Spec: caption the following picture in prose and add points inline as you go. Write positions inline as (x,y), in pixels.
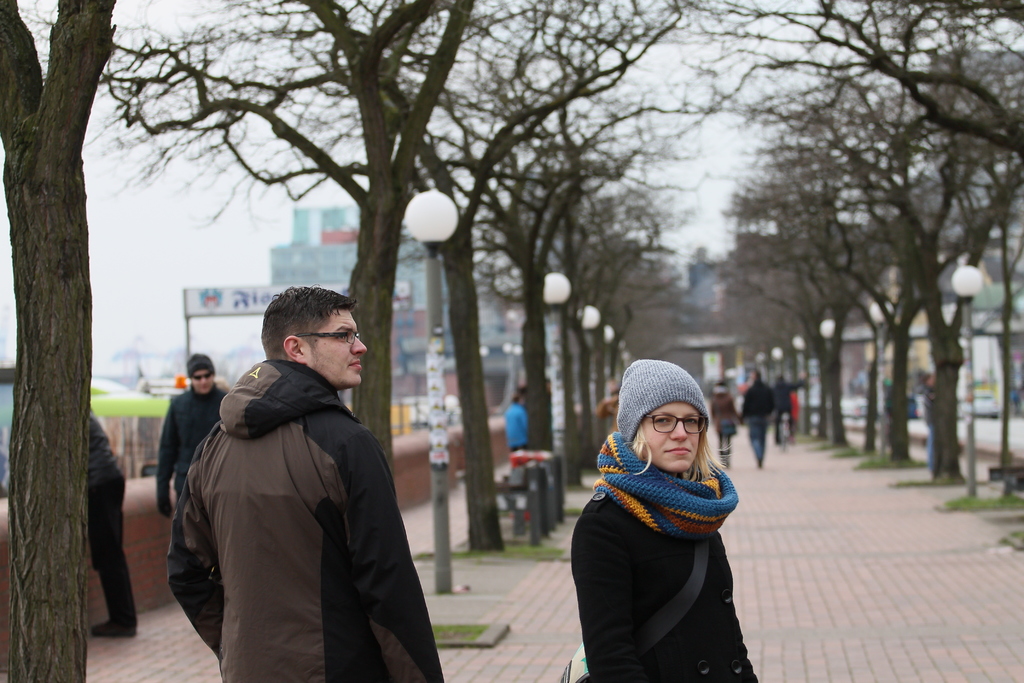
In this image we can see people (598,483) standing on the floor (866,508). In addition to this we can see trees (417,105), buildings (413,352), information boards (227,297), poles (430,269), electric lights (434,238) and sky (211,275).
